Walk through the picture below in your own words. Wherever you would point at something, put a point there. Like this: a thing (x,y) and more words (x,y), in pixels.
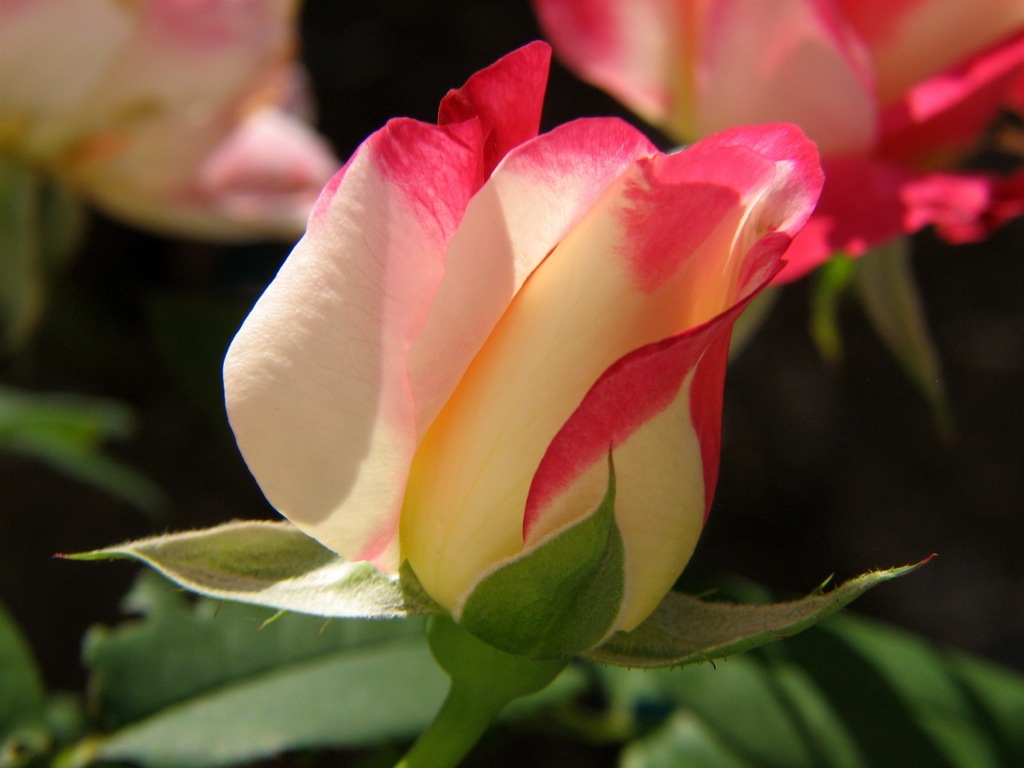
In this image there are flowers (291,468) and leaves (303,646). In the background of the image (700,546) it is blurry.
